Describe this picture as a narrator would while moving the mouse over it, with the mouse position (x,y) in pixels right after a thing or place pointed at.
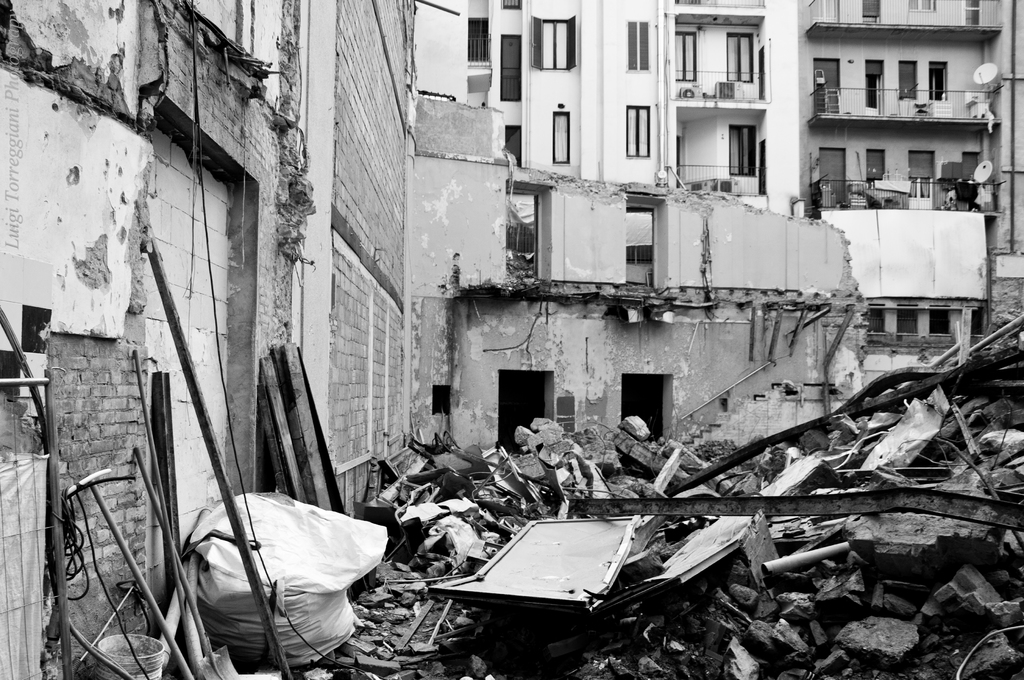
It is a black and white image. In this image we can see the buildings (627,255). We can also see some destructed parts (647,493) of the building (121,521). On the left (253,574), we can see some sticks (220,476) and also a cover (339,570) and bucket (124,660).
